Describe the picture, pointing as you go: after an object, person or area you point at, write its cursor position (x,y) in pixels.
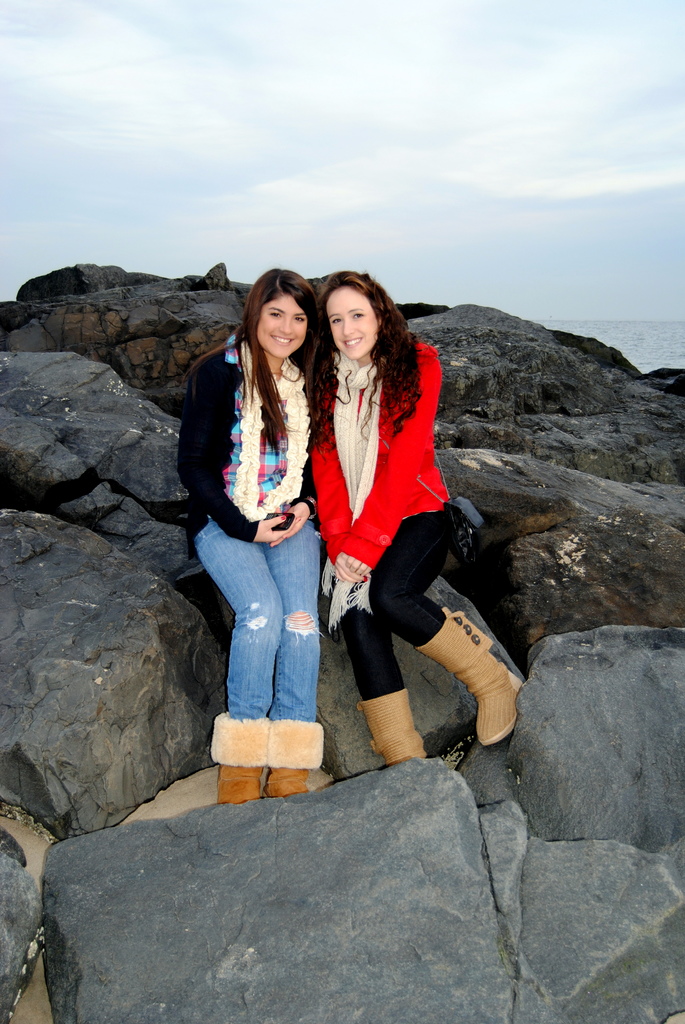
In this image two women (228,543) are sitting on the rocks (575,559). They are wearing jackets (445,499) and scarf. These women (302,696) are wearing boots (298,786). Top of the image (172,156) there is sky (305,128).
